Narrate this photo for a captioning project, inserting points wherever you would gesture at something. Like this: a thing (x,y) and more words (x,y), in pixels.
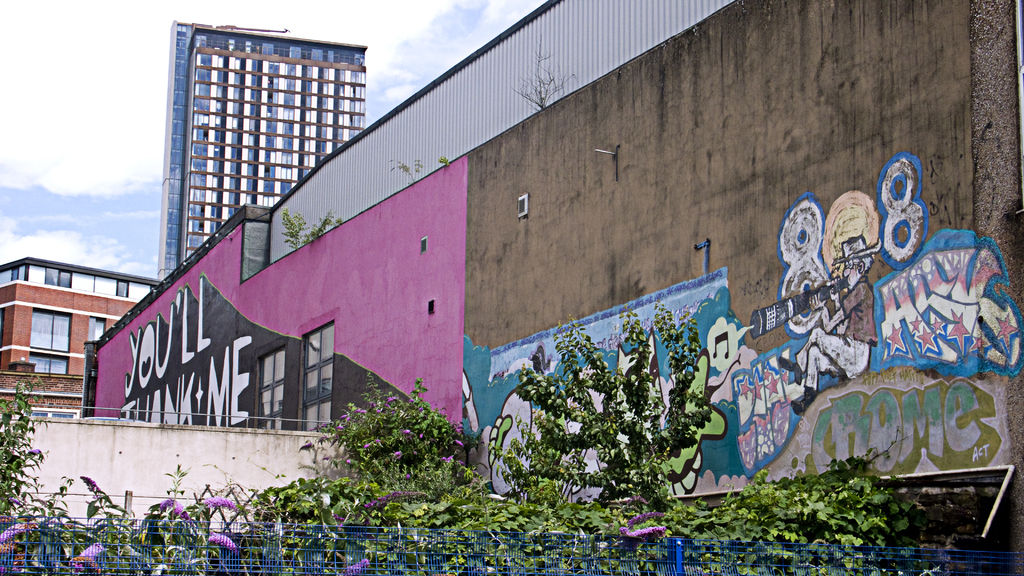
This image is taken outdoors. At the top of the image (157,154) there is a sky (92,139) with clouds (402,61). At the bottom of the image (620,538) there is a fence (406,561) and there are a few plants (99,544). In the middle of the image (491,251) there are a few buildings (265,90) and a house (55,342) and there is a wall (293,309) with a graffiti (610,360) and painting (328,310) on it.
